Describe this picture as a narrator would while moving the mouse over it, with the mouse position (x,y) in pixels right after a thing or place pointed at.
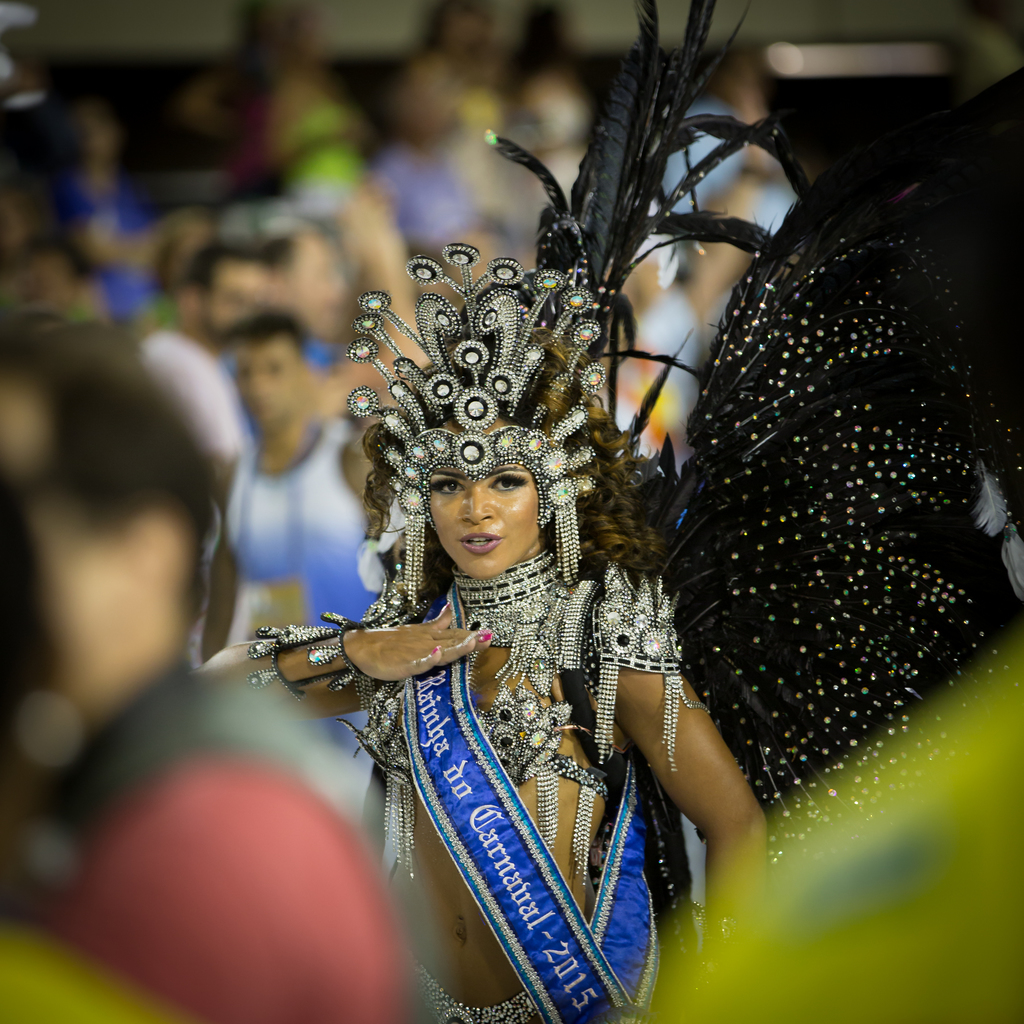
In this image we can see a lady (407,568) with a costume (481,605). And she is wearing a sash (489,797) with text (506,882) and number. In the background (386,272) we can see people (168,242) and it is blurry.
